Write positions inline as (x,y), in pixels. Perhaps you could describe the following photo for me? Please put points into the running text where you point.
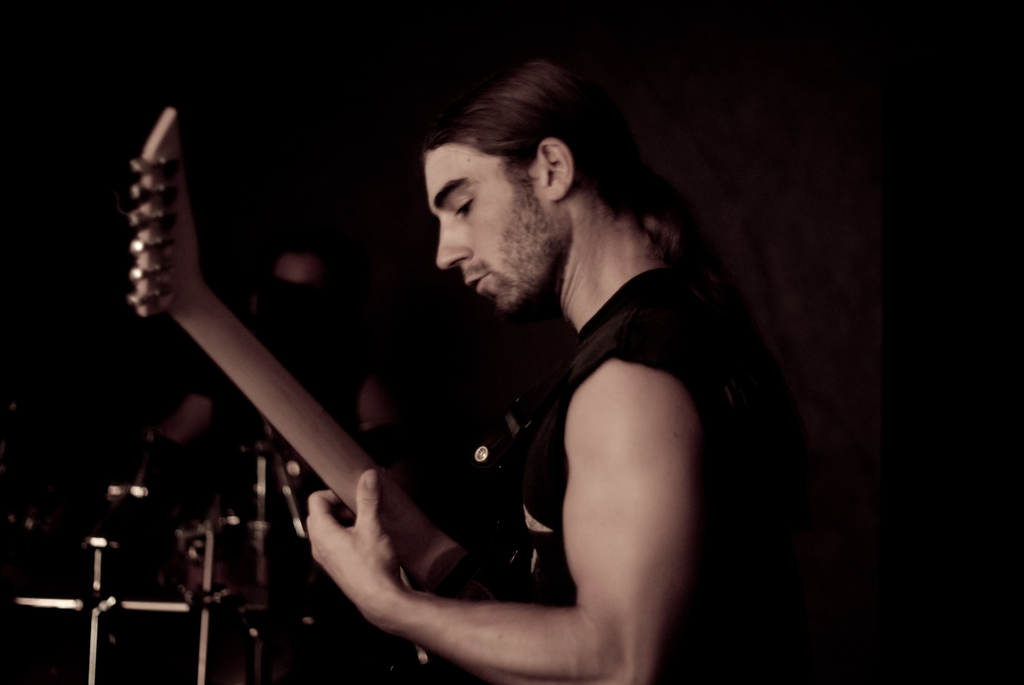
In this image there is a person (553,421) wearing black color dress (556,400) playing musical instruments (426,528) and at the background of the image (288,271) there is another person (330,343) playing musical instruments (136,478).
